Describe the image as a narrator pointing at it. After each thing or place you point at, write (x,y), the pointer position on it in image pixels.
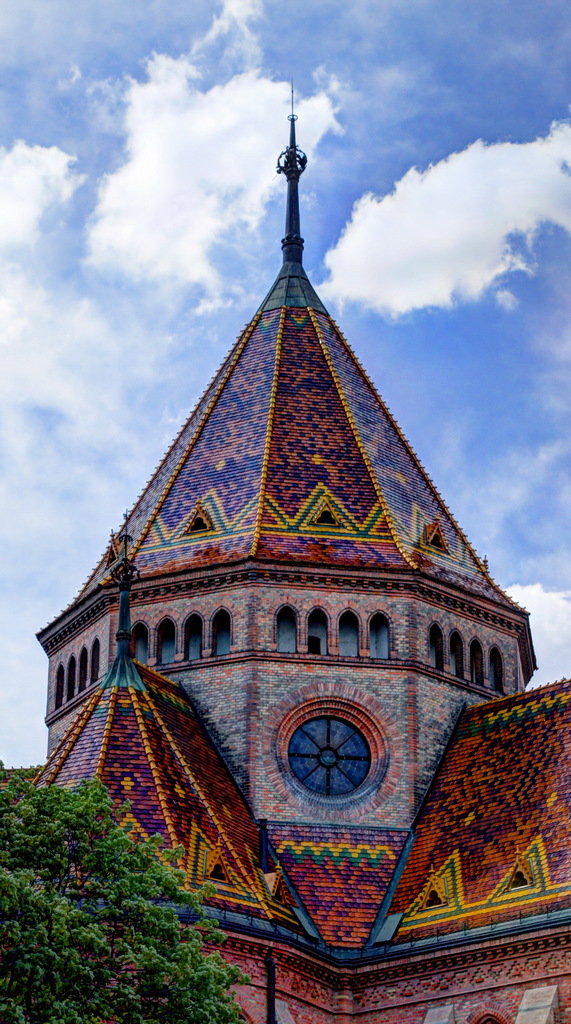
In this picture we can see a building (130,677) and tree (100,891).
